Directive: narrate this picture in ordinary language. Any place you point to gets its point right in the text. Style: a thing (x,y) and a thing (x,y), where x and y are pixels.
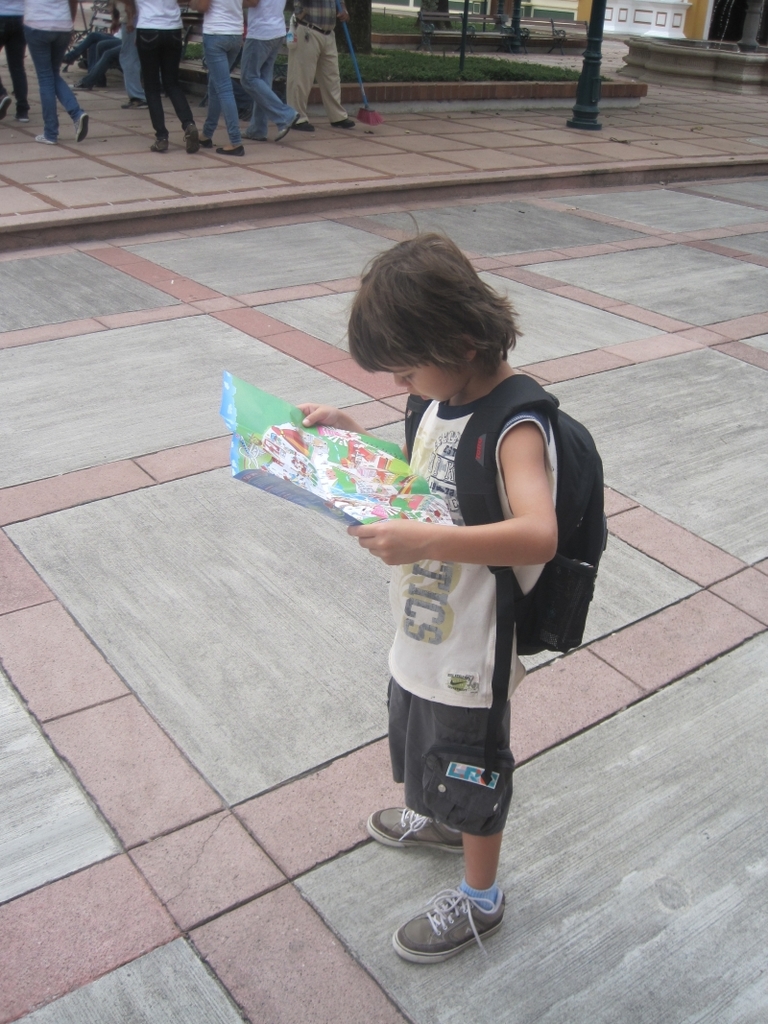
In the foreground (462,573), I can see a boy (419,575) is wearing a bag (536,639) and is holding an object (361,524) in hand (355,526). In the background (21,156), I can see a group of people (271,90) are walking on the road (273,129) and I can see a fence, grass (547,70), poles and buildings (658,28). This image taken, maybe during a day.
